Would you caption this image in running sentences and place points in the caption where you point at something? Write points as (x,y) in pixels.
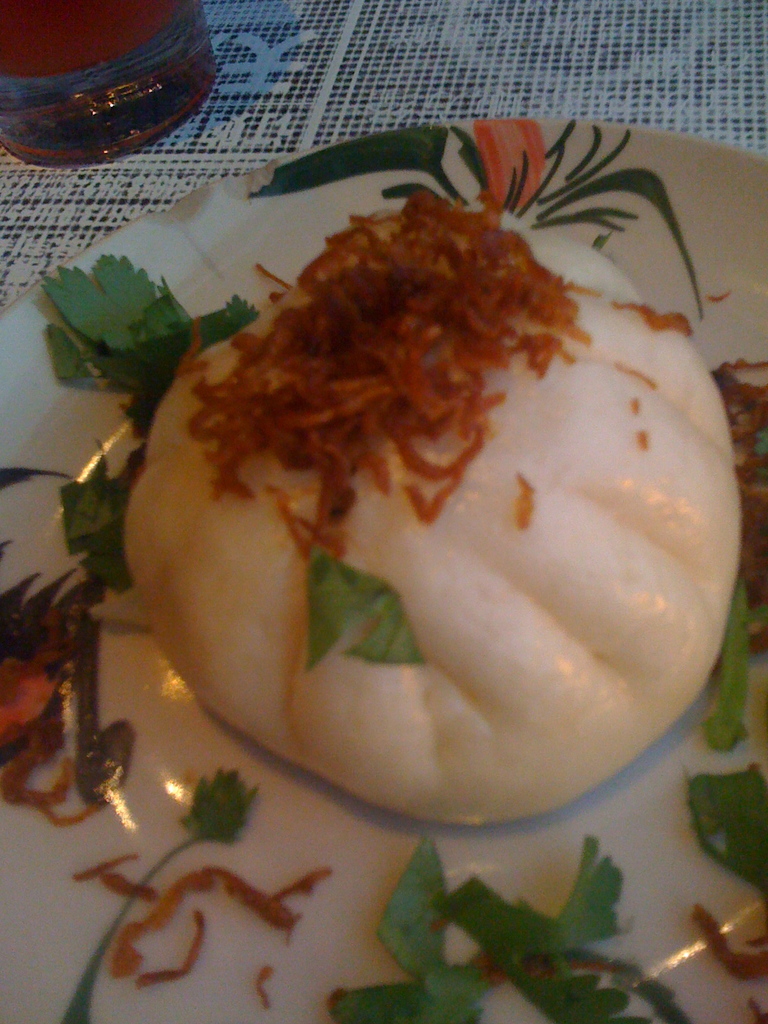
In this image there is some food (539,430) on the plate (694,290). Beside there is a glass (151,117) on the table (313,135).
